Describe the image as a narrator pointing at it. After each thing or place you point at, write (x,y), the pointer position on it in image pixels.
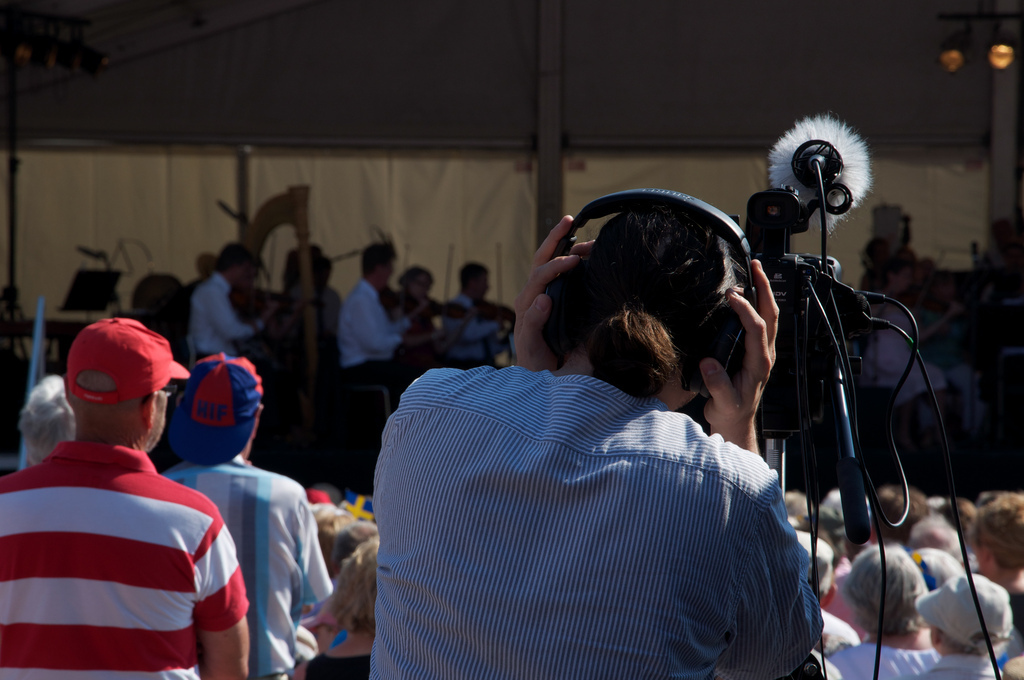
In this picture I can see a person (690,354) holding a headset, there is a camera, there are group of people (965,612), there are few people (296,266) sitting and playing musical instruments (313,365), there are lights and a tent (476,154).
